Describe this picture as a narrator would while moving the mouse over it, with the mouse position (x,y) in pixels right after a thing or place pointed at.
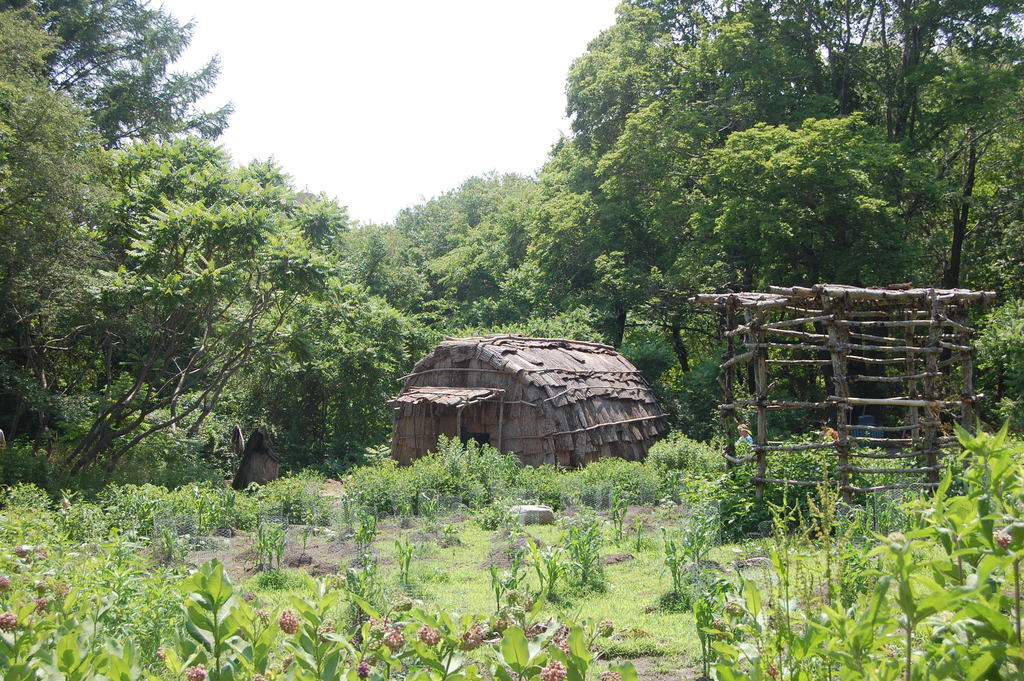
In this image in front (1001,636) there are plants (681,542). At the center of the image (560,433) there is a hut (634,433) and we can see a wooden tent (888,298). In the background of the image (583,275) there are trees (658,52) and sky (369,86).
